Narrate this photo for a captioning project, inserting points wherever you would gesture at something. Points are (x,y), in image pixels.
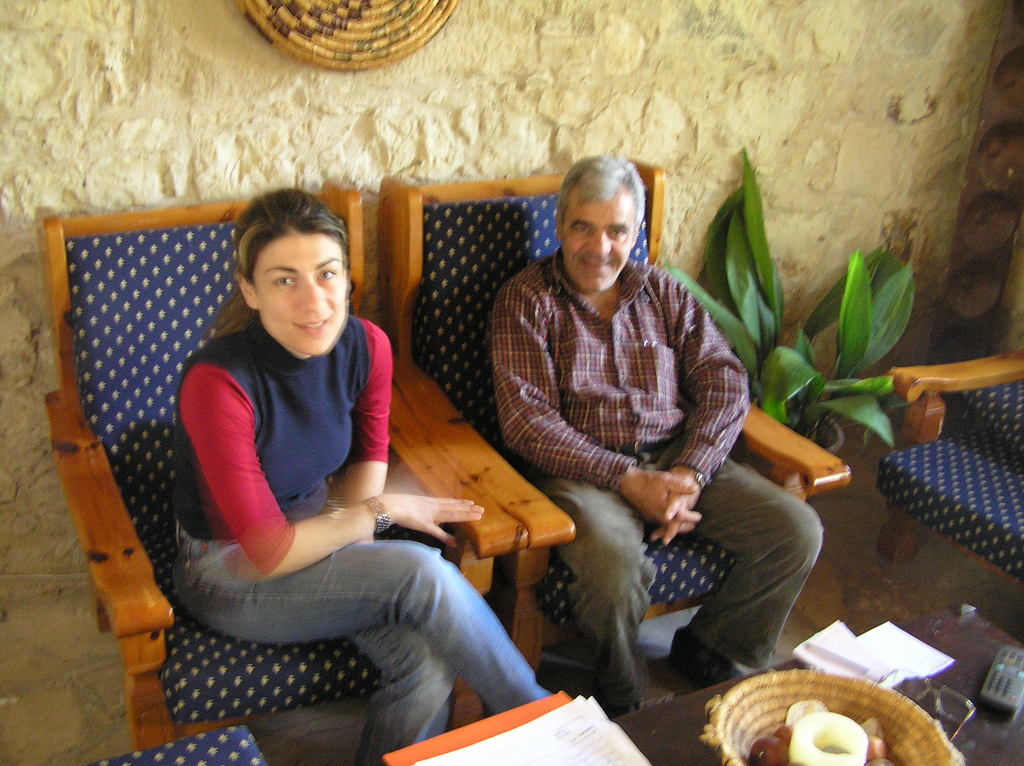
this picture shows two people (253,642) seated on the chairs (409,402) a man (557,347) and a woman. we see a plant (748,248) and a basket (864,702) and few papers (901,634) on the table (705,755).
